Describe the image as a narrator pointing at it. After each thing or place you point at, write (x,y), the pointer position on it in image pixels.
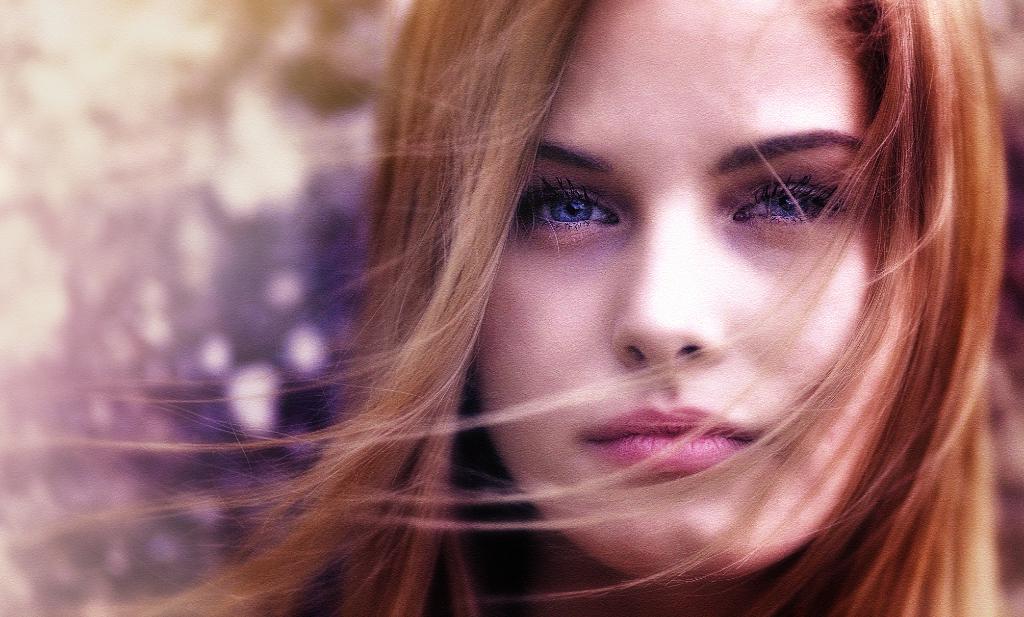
In this picture we can observe a woman (459,285). We can observe blue color eyes (588,209) and brown color hair (406,105). The background (196,108) is completely blur.
